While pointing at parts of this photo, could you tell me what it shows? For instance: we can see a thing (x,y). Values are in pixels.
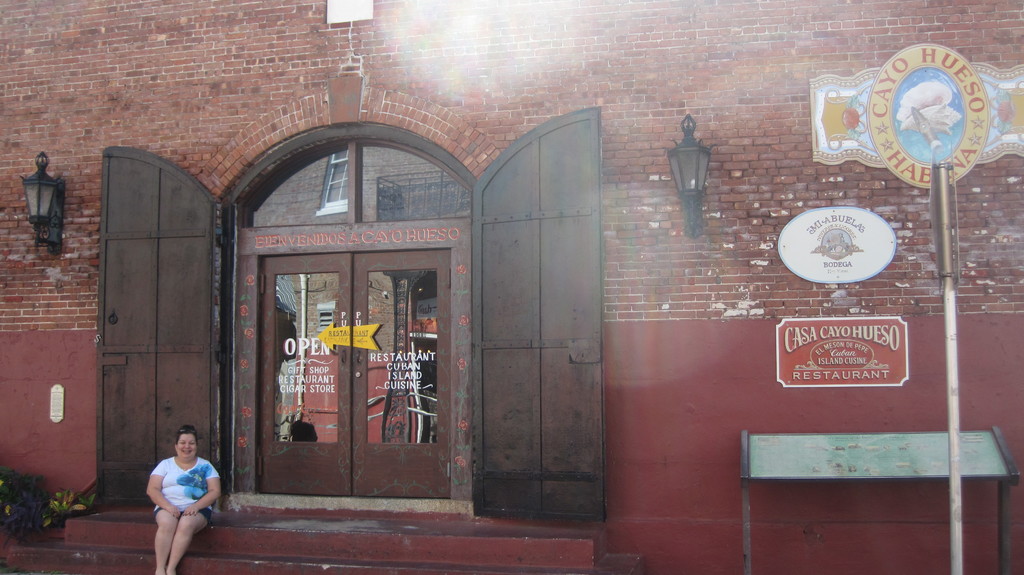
In this image I can see a person (168,481) sitting and the person (178,489) is wearing white and blue color shirt (188,486). Background (298,378) I can see two glass doors (351,319) and I can also see few boards (875,97) attached to the wall (785,271) and the wall (608,68) is in brown color and I can also see two light poles (690,172).
